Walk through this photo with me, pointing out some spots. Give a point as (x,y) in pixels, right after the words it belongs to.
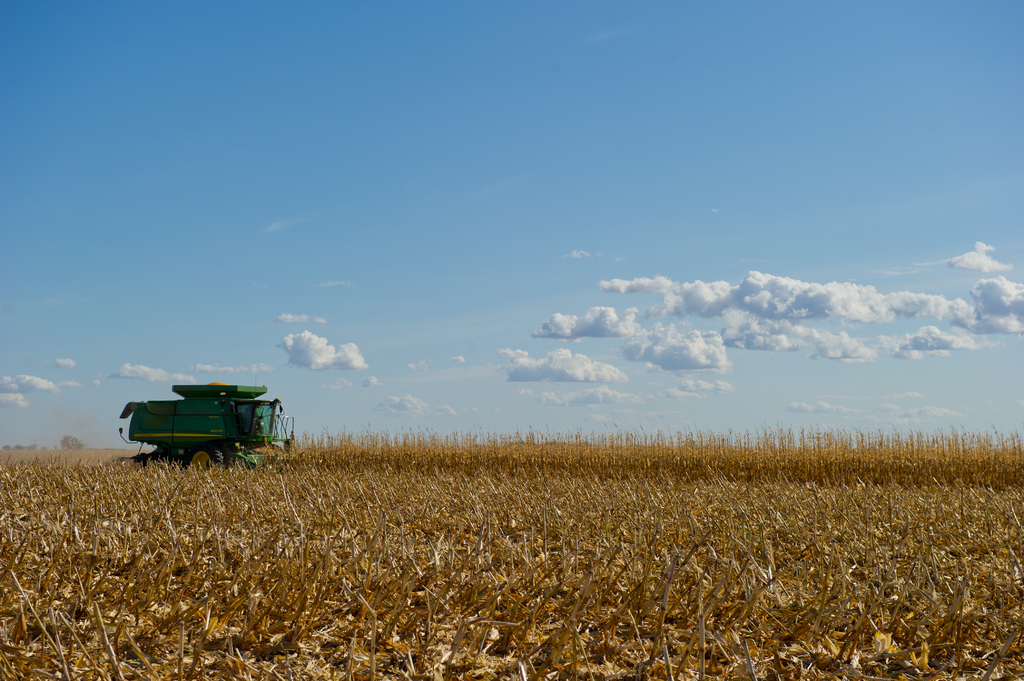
In this picture we can see some plants (487,497) at the bottom (345,559), there is a vehicle (206,425) in the middle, we can see the sky (808,157) and clouds (717,306) at the top of the picture (540,153).
